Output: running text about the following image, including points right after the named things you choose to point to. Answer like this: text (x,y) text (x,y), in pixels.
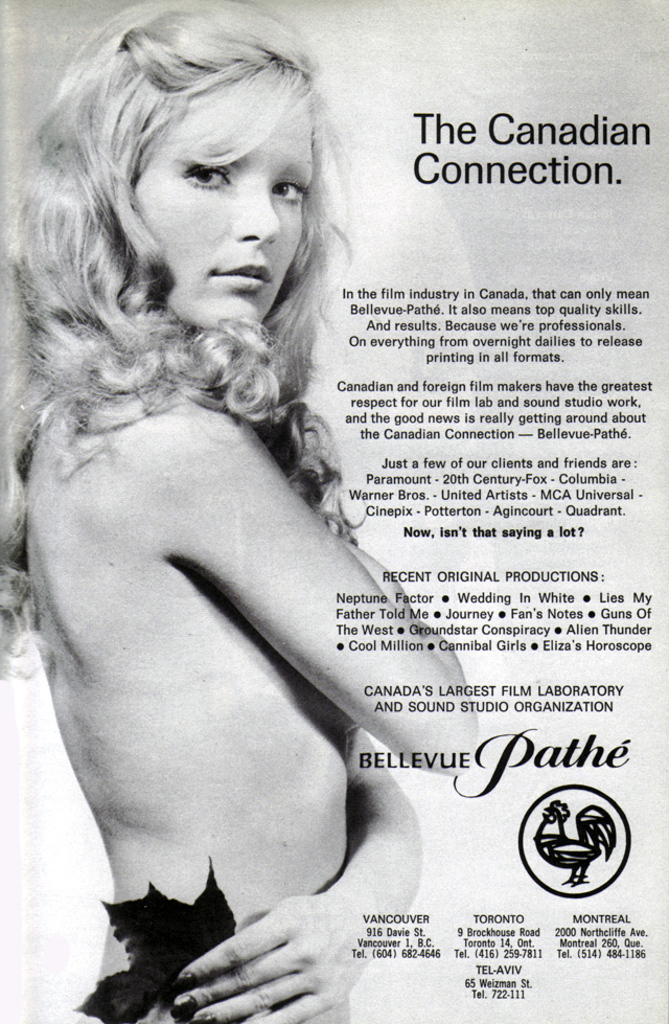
In this image, we can see a poster (327,548) with some images (273,93) and text (530,693).
